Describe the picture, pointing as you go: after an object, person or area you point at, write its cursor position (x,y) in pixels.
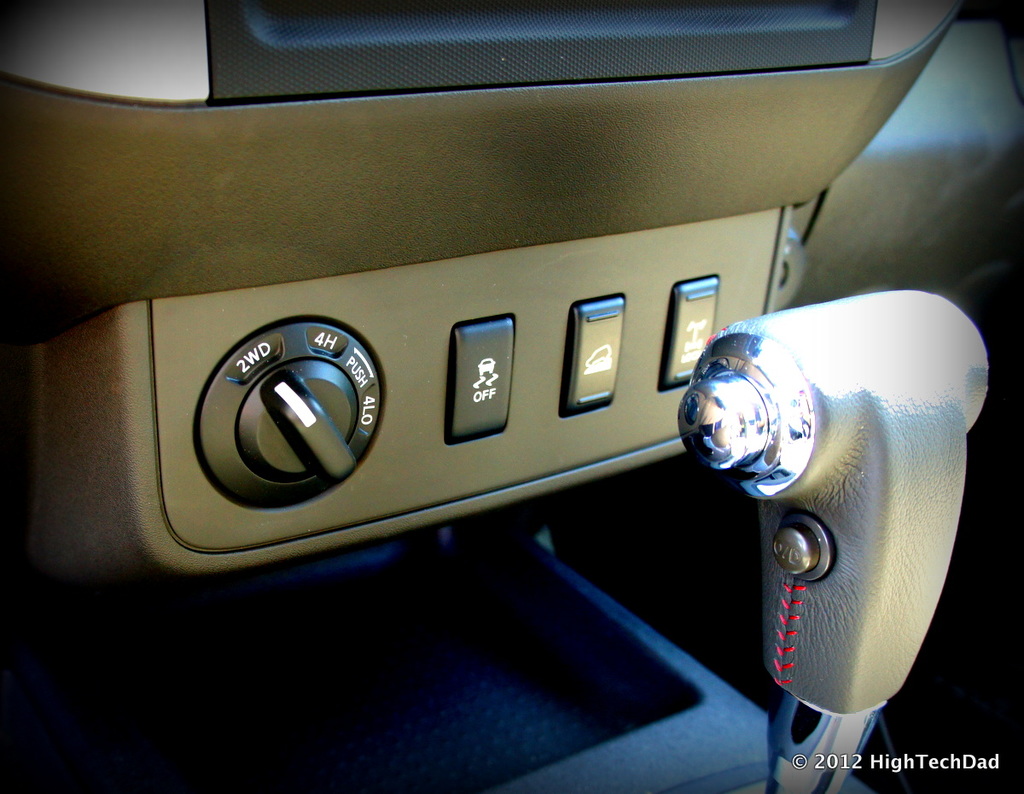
This is the inside picture of the car (189,313). In this image we can see a gear rod (866,520). There are switches (608,299). There is some text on the right side of the image (992,756).
